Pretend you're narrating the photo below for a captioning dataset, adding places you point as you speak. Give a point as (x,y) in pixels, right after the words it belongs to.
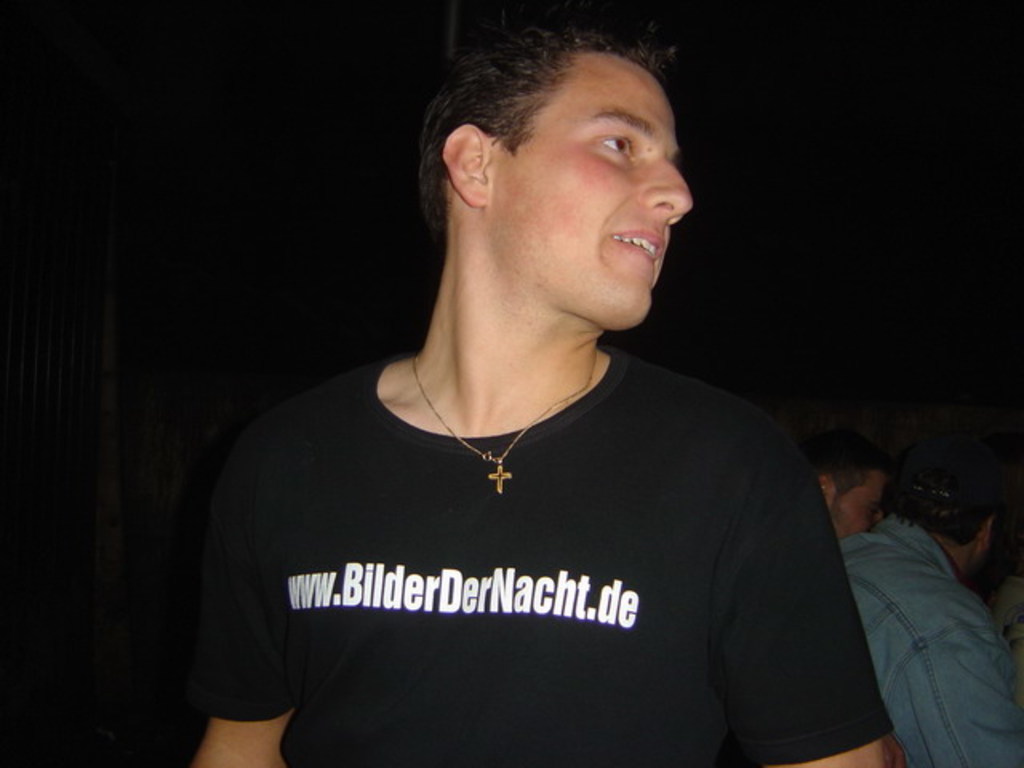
In the center of the image (527,389) there is a person (407,498). In the background (936,630) we can see persons (921,631) sitting.
